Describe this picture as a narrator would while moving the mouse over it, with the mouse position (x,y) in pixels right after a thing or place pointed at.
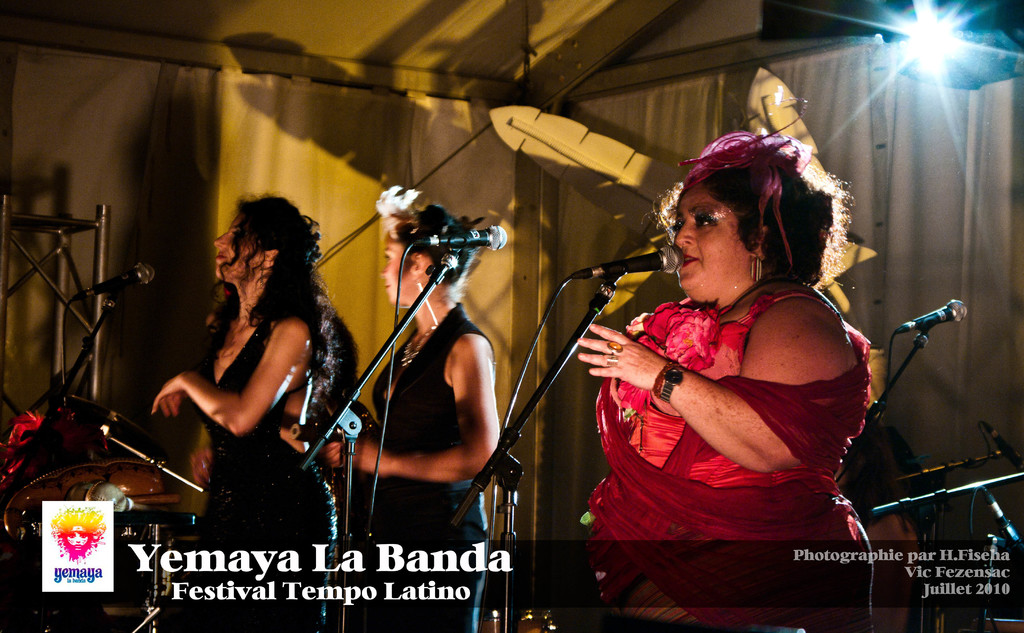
In this image we can see three women (487,444) two are wearing black color dress (233,452) and a woman (838,430) wearing red color dress (646,424) singing together, there are some microphones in front of them and in the background of the image (528,291) there are some microphones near the drums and there is white color sheet (699,144) and light (938,33).
